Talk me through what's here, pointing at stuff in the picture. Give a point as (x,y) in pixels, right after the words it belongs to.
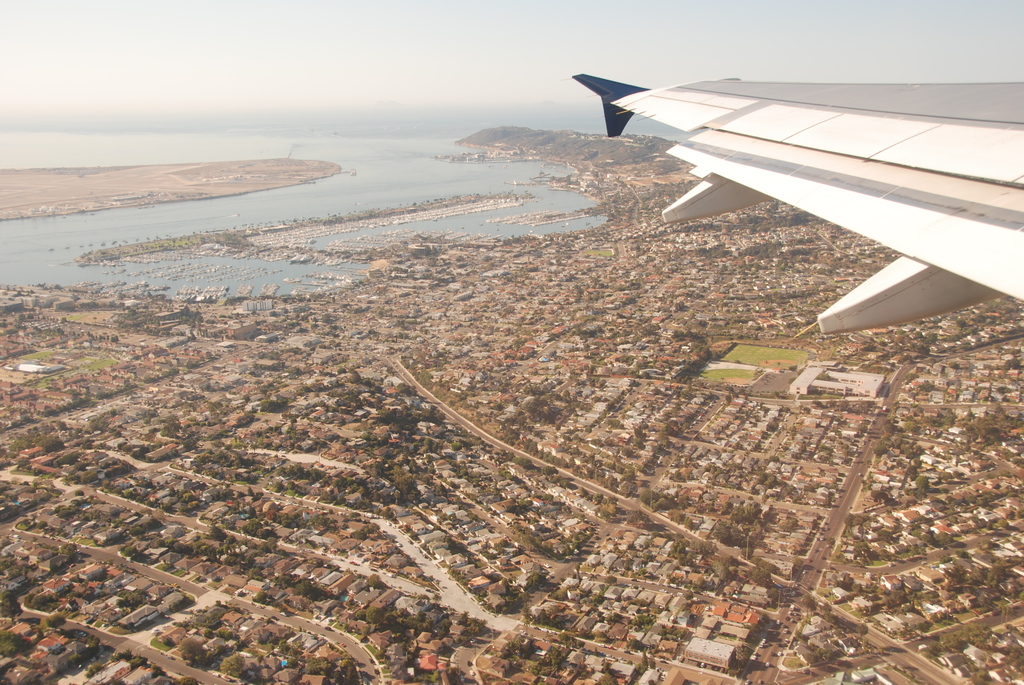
In this image we can see buildings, trees (305,386), a surface of water (354,197), a wing (947,291) of a plane (800,198) and the sky (348,50).
